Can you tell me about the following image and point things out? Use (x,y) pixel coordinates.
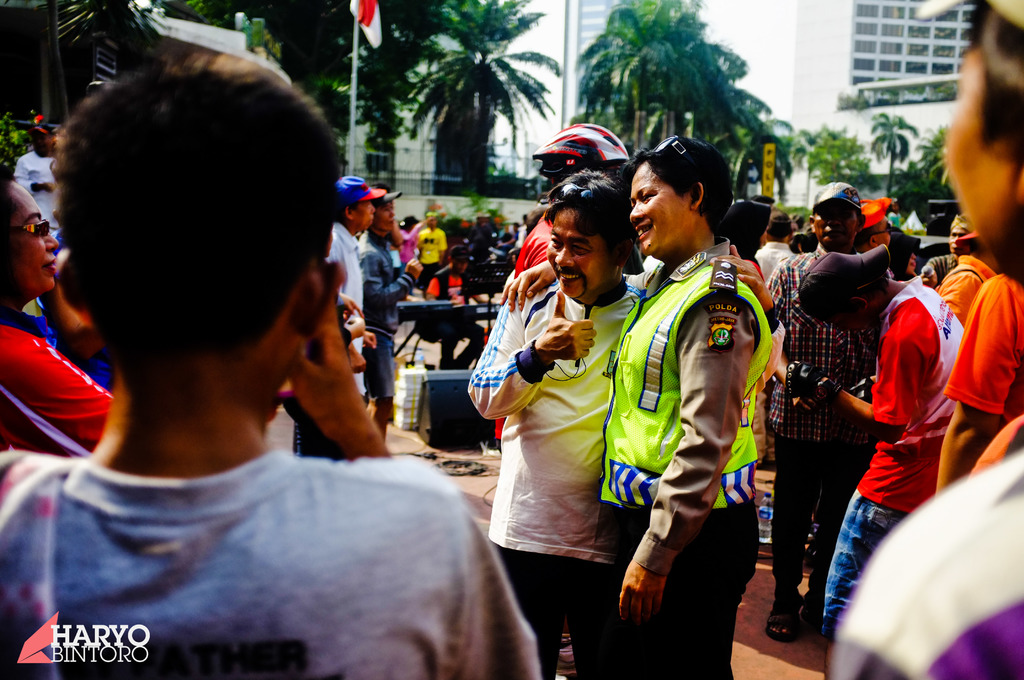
In this image we can see the buildings (921,51), some objects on the ground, some people (644,317) are standing, few people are walking, some people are holding objects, two poles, one flag (376,3) with pole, one banner (769,159) with text (764,172), some trees (665,124) in the background (681,126), few objects (268,37) at the top left side of the image (255,33), some plants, one water bottle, one man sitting and playing a musical instrument (478,311) in the middle of the image (424,313). Two persons (746,511) standing with smiling faces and holding each other. Some text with an image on the bottom left side of the image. At the top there is the sky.
